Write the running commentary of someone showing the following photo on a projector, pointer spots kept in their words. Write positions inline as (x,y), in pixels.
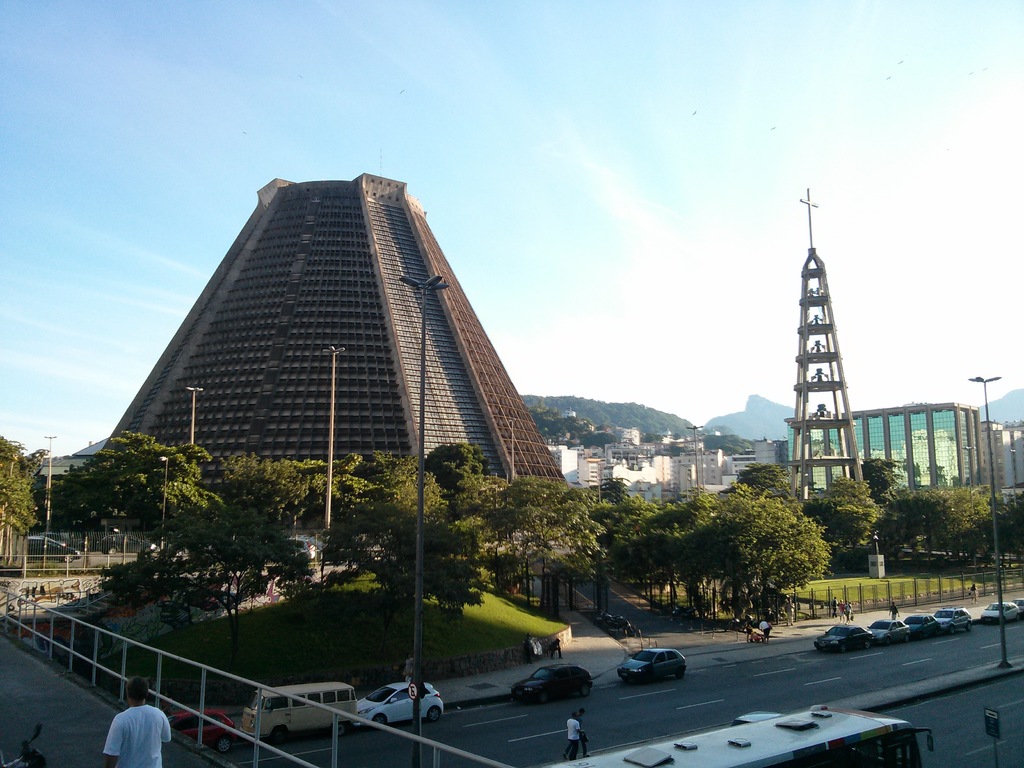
This picture is clicked in the city. At the bottom of the picture (136,693), we see a man (141,741) in white T-shirt (141,716) is walking on the bridge (105,716). Beside him, we see a railing (202,717). In the middle of the picture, we see vehicles (437,699) are moving on the road (799,672) and we even see street lights (997,529). There are trees (581,543), grass (473,606), railing (574,594) and street lights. There are buildings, trees (762,606) and hills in the background (220,414). At the top of the picture (112,254), we see the sky (460,224).
